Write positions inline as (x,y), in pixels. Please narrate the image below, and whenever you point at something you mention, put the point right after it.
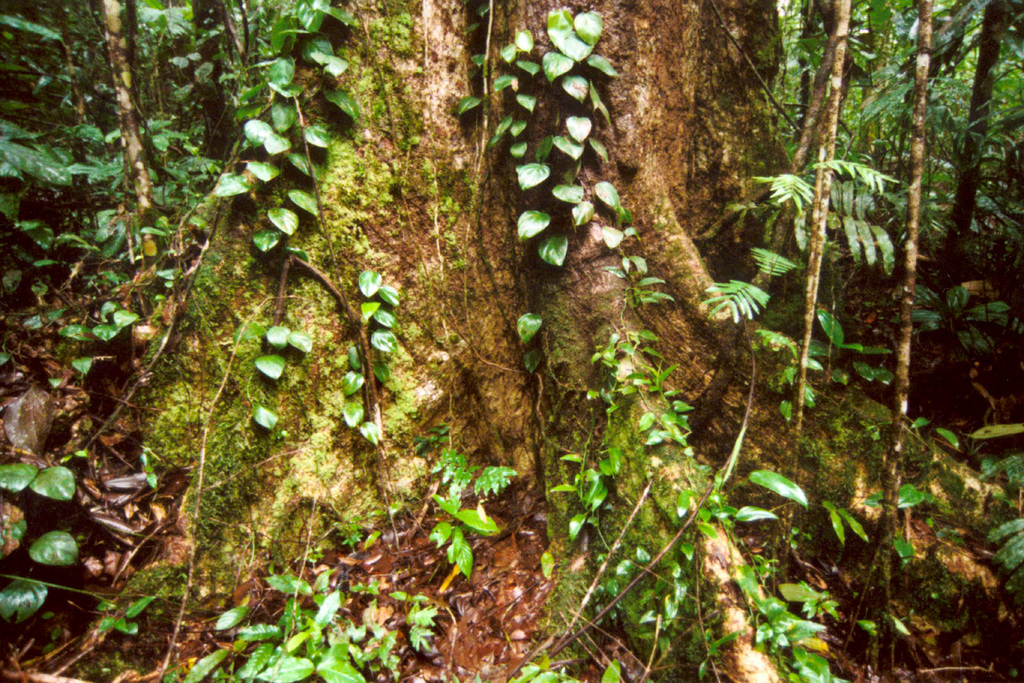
In this image there are leaves (255,167), branches (206,198), roots (729,617) and grass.
